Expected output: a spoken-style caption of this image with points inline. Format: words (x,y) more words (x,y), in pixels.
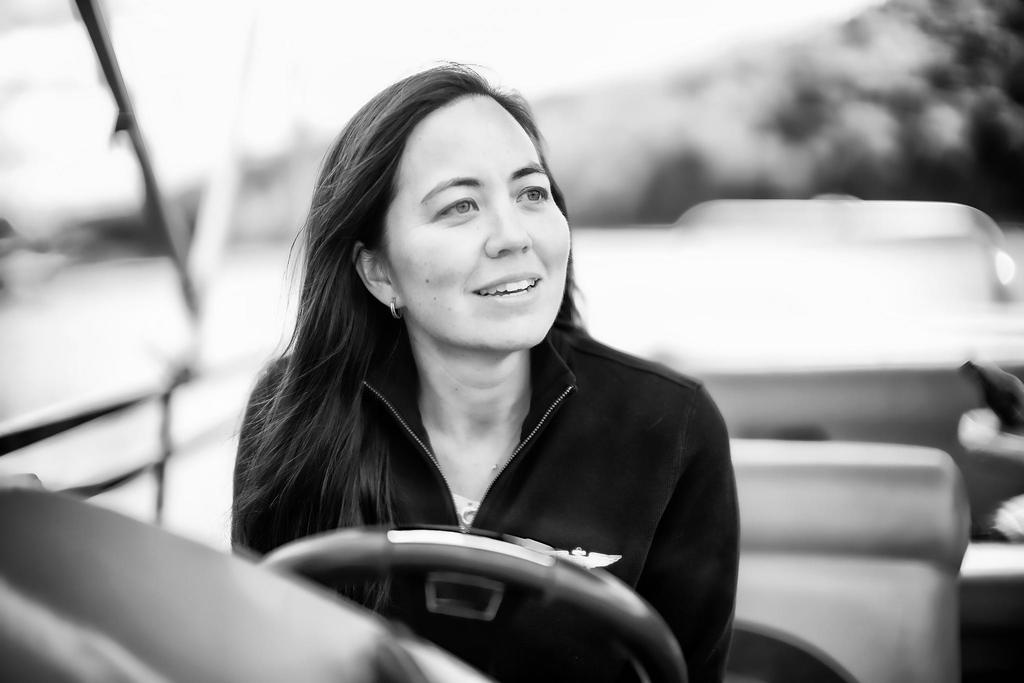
This is a black and white picture. In the center of the picture (450,381) there is a woman (525,437) sitting in a vehicle (458,543), in front of there is a steering wheel (409,533). The background (663,55) is blurred.
